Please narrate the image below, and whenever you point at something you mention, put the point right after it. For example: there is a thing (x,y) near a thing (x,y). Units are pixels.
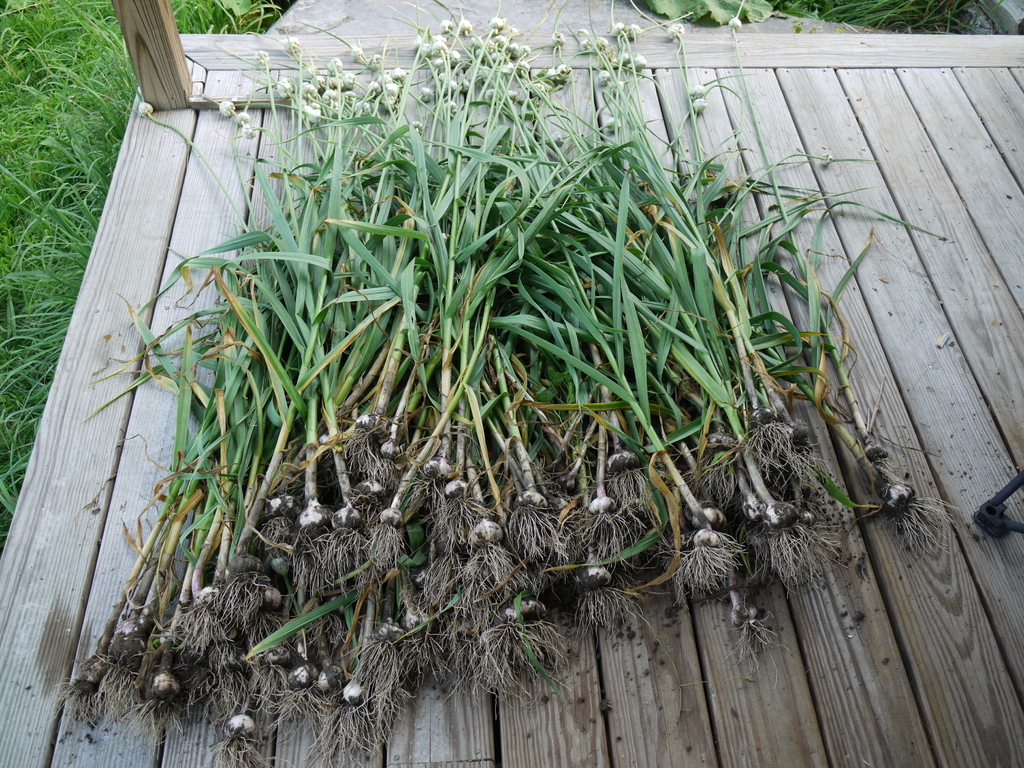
In this image there are plants (446,397) on the wooden surface (74,397). They seem to be garlic (565,391). Around the wooden surface (197,68) there's grass (43,46) on the ground (40,353).
